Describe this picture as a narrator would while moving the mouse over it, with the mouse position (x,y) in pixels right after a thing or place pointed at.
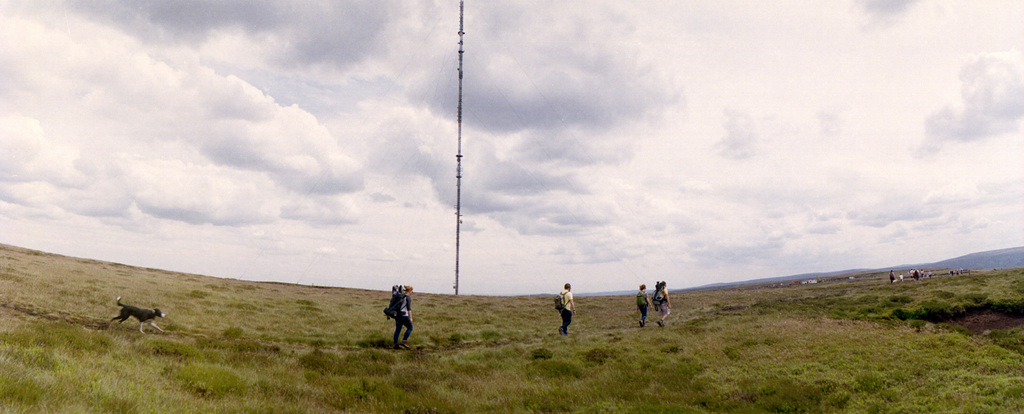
In this image in the center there are persons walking and there is an animal (146,325) running. In the front (645,383) there is grass (735,383) on the ground (795,369) and the sky (727,166) is cloudy, and in the background (459,143) there is a pole (461,55). On the right side (1006,257) there are mountains (964,259).
